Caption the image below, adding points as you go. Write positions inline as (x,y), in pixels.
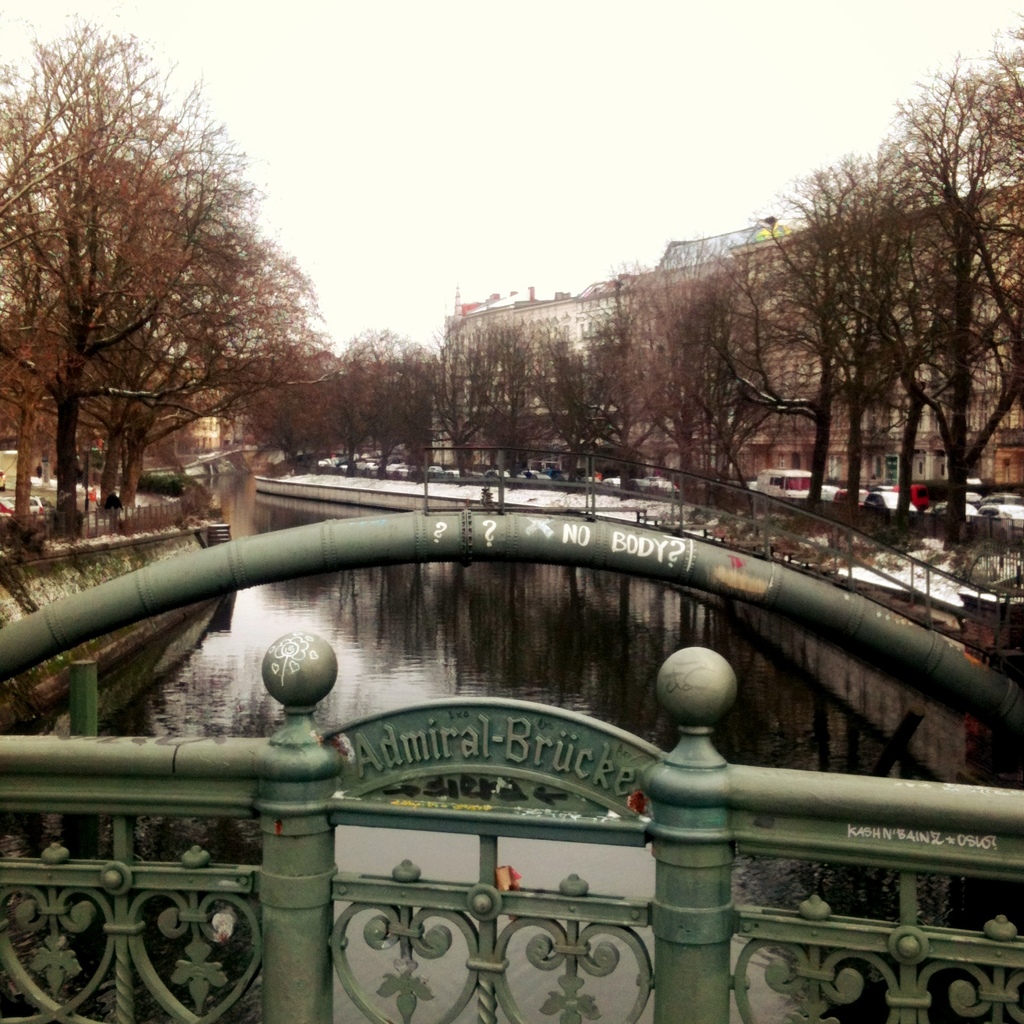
In the front of the image (497,854) there is a fencing (686,914). Something is written on the fencing (699,712). In the background of the image (736,629) there are trees (143,314), vehicles (789,482), buildings (748,466), water (748,708), the sky (360,177) and objects (545,518).
